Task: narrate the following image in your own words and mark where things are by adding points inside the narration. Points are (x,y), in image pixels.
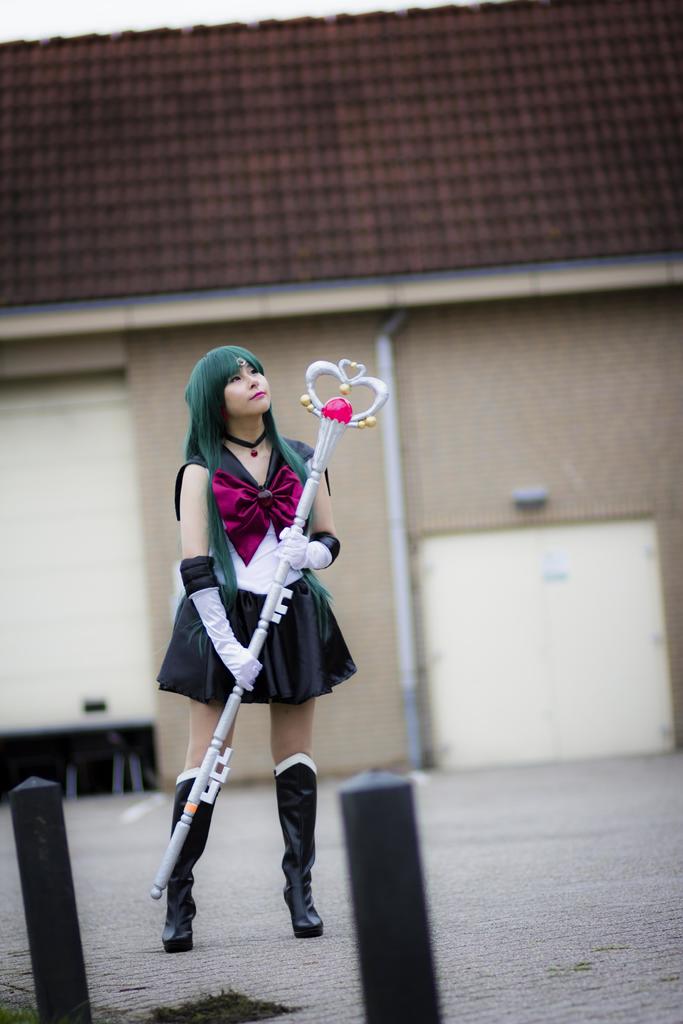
In this image we can see a woman (298,643) wearing costume (302,671) holding a stick (315,459) in her hand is standing on the ground (249,921). In the foreground (395,985) we can see poles (66,943). In the background (527,659), we can see a building (451,281) with roof (458,174), doors (45,587) and a pipe (396,524).
